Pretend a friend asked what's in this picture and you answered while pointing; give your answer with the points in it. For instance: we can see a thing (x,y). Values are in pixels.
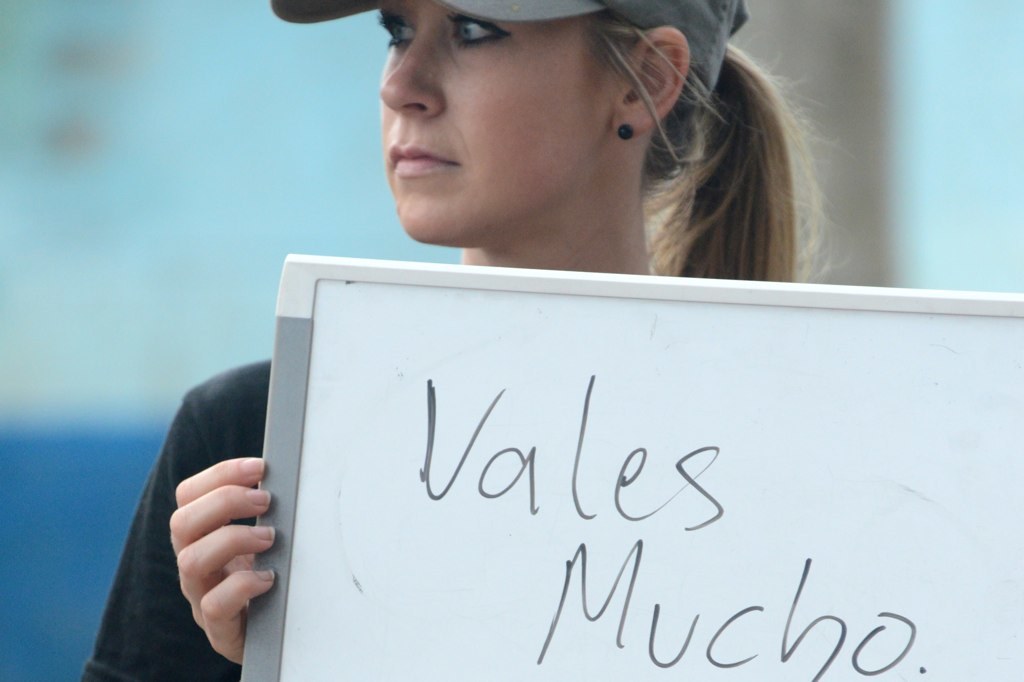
In the picture I can see a woman (570,111) wearing hat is holding a board (645,370) in her hands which has something written on it.
